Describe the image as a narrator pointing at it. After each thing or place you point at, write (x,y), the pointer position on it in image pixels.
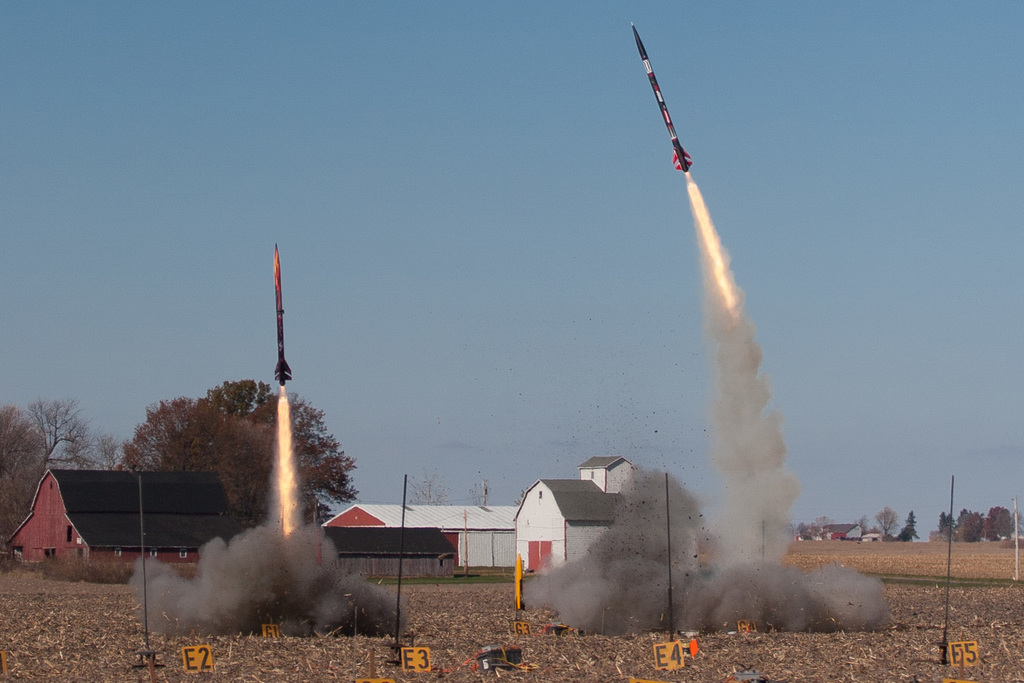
In this image, I think these are the rockets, which are flying. I can see the houses (561,543) and the trees (231,409). This is the sky (883,387). At the bottom of the image (974,656), I can see the boards (677,650), which are on the ground (937,660).
